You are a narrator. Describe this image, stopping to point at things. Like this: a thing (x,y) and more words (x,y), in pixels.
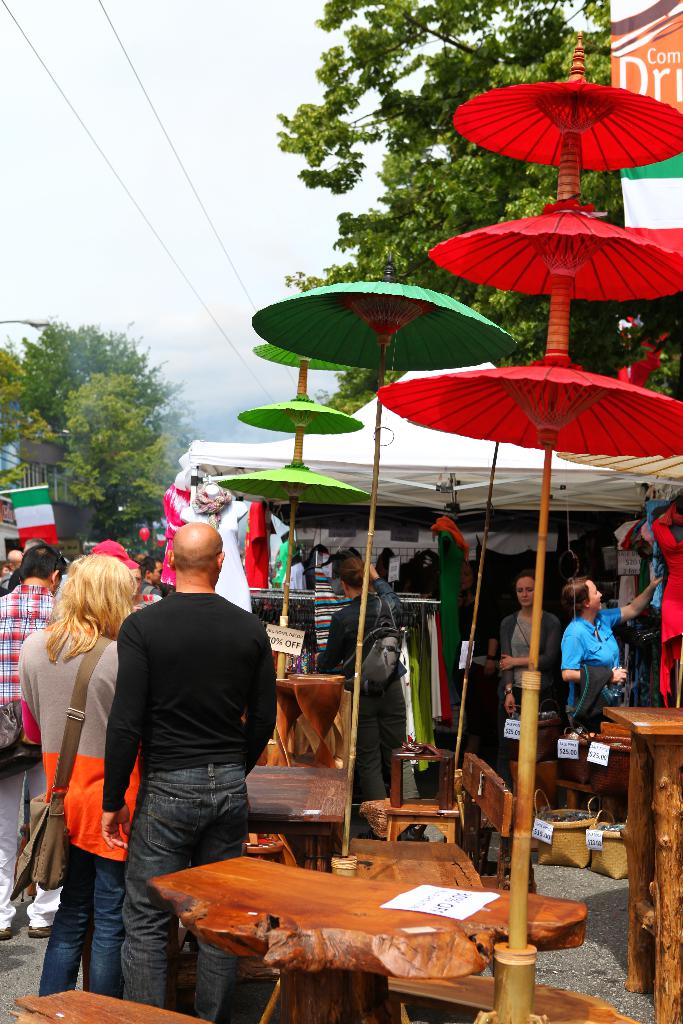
In the image in the center (327,557) we can see few outdoor umbrellas (543,425), tent (569,480), banners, flags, shop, tables (270,893), chairs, poles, brown color bags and few people (131,604) were standing holding some objects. In the background (233,150) we can see sky (142,59), clouds (142,50), building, wall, trees (96,448) etc.
